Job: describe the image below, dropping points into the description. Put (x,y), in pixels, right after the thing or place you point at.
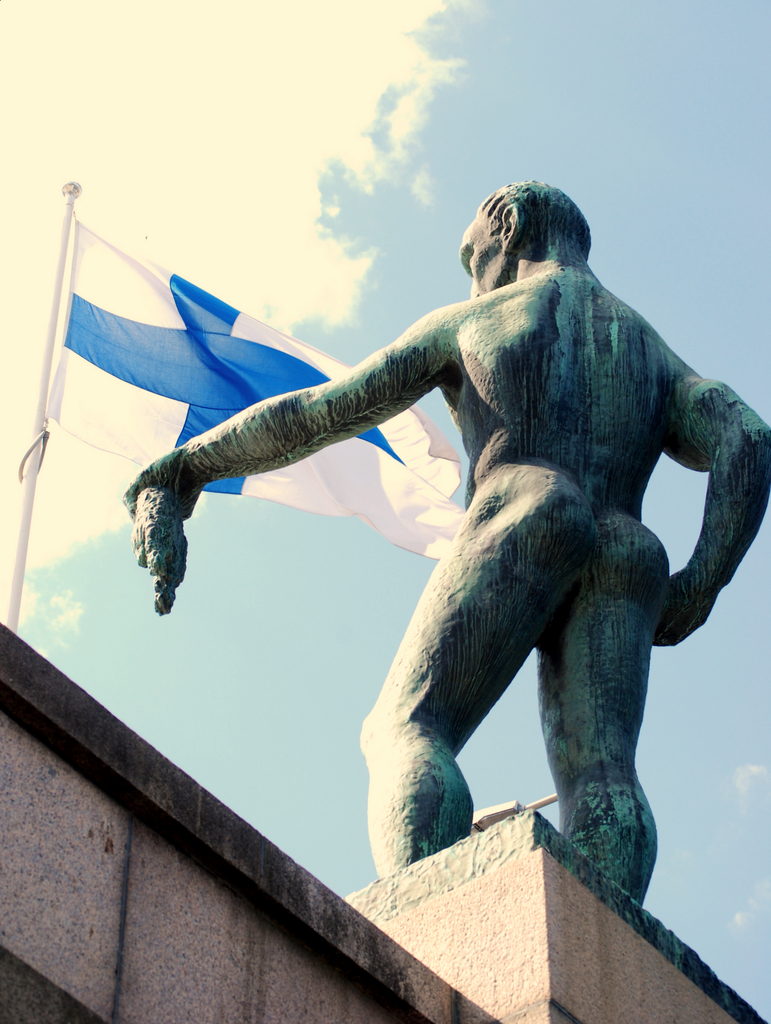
In this picture there is a metal statue (397,793) of the man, placed on the brown wall (508,943). Behind there is a white and blue color flag (108,408).
